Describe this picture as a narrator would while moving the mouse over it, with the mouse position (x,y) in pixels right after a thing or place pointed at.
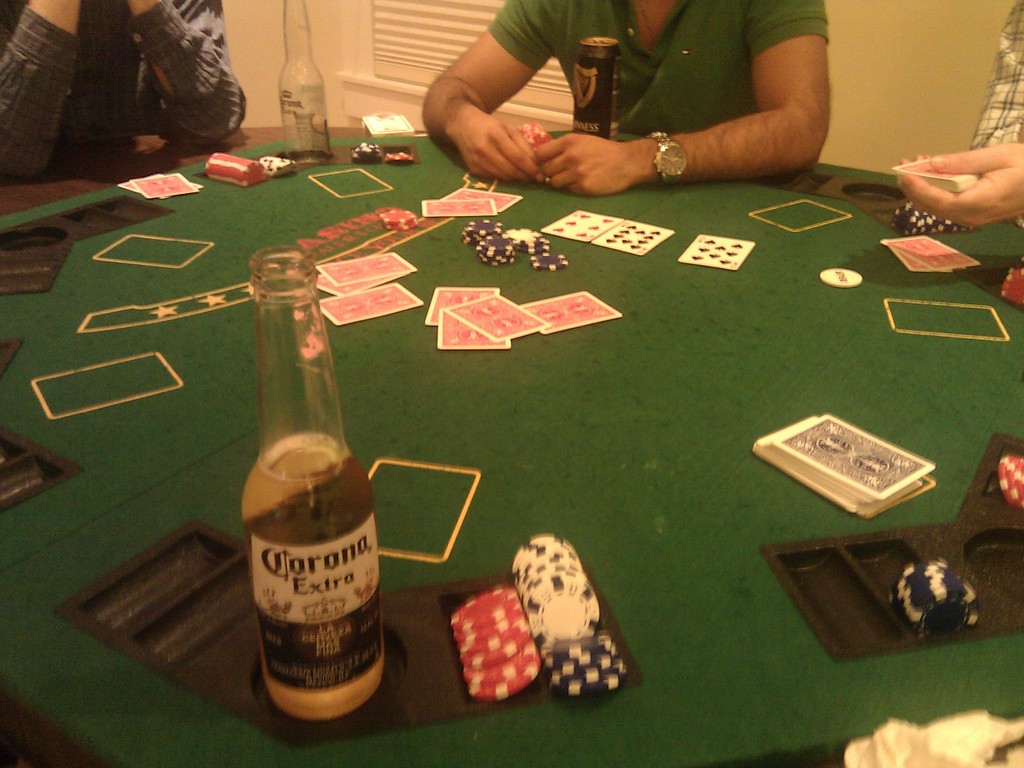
In this image I can see a cards (564,319), coins (529,660), beer-bottle (341,692) and some objects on the green color table (647,408). I can see few person (634,105) sitting around. The wall (864,33) is in cream color.
